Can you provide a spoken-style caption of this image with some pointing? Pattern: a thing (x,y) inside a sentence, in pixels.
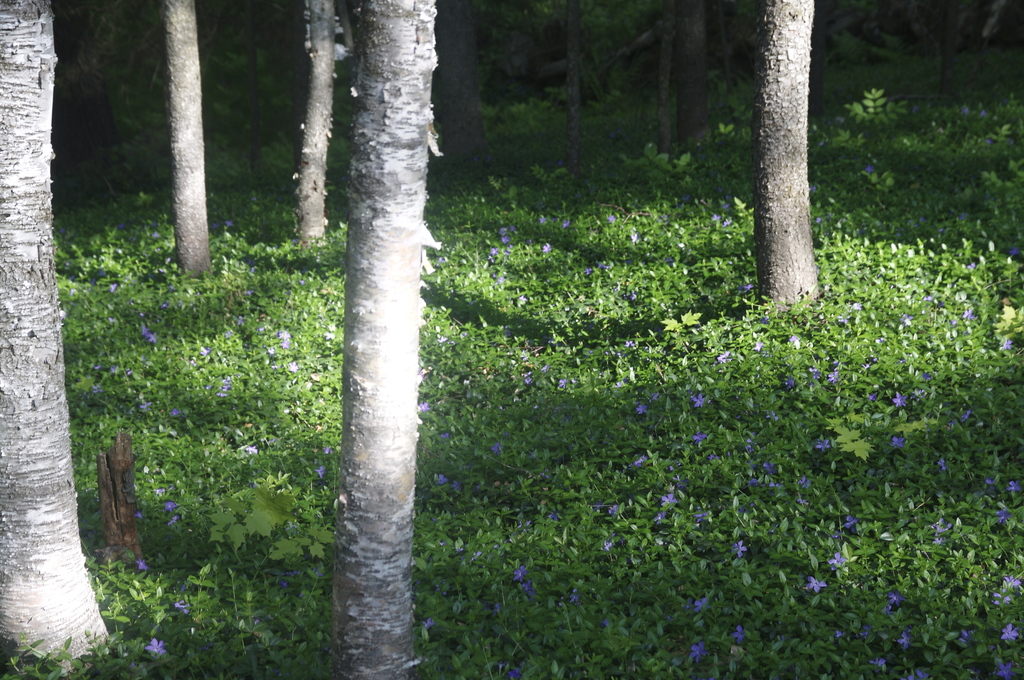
In this image we can see many trunks (359,125) of the trees (469,109). There are many plants (740,502) in the image. There are many flowers (768,417) to the plants (761,469).
